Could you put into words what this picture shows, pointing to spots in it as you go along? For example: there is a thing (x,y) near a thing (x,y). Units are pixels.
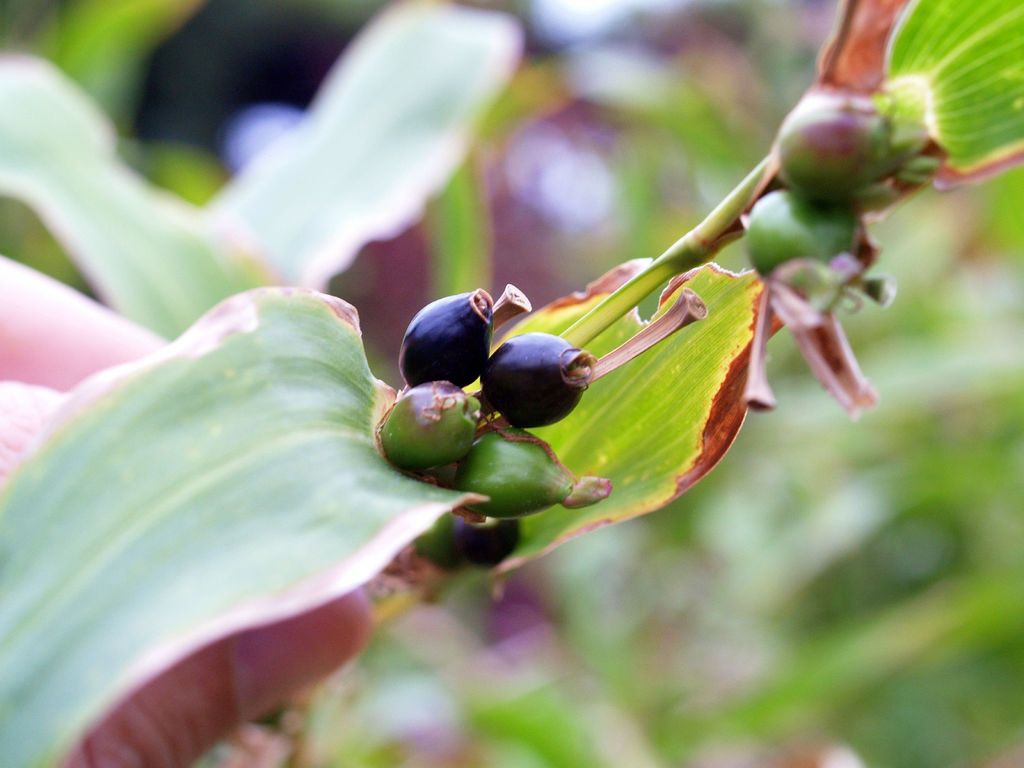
In this image there are a few buds (460,359) and leaves (258,206).
